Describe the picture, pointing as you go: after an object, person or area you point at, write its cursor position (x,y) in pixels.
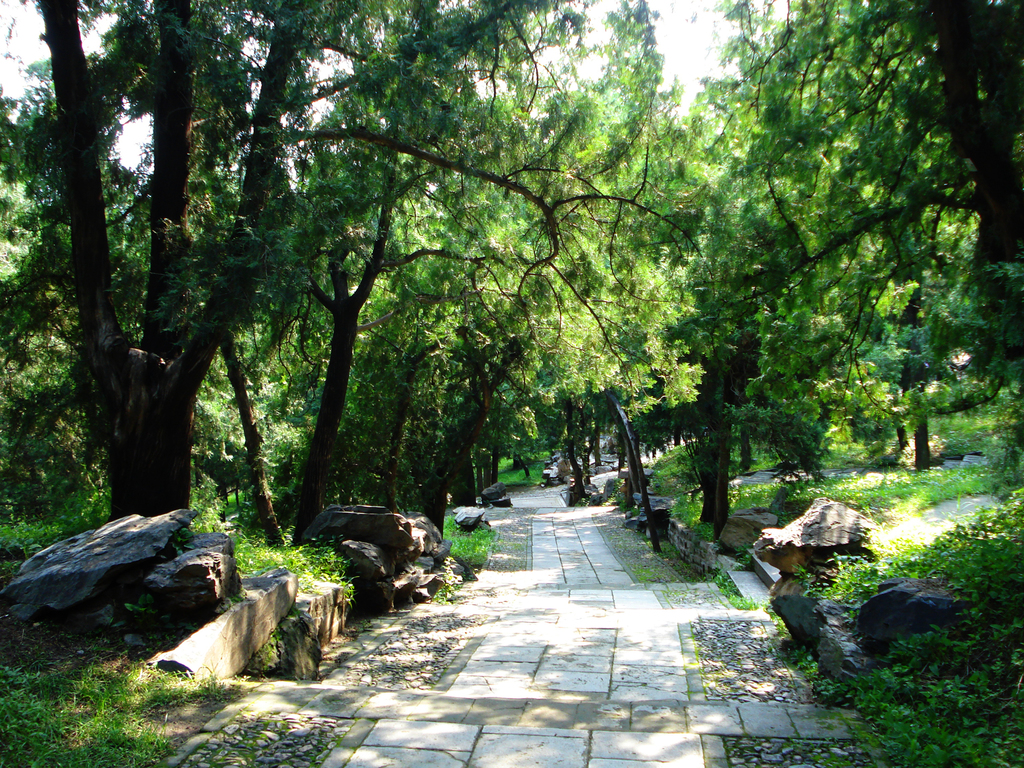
In this picture I can see rocks (146,535) and trees (214,463) on both left (340,360) and right side (917,281) and there is a walkway (531,558) in between trees (333,374) and rocks (158,549).
